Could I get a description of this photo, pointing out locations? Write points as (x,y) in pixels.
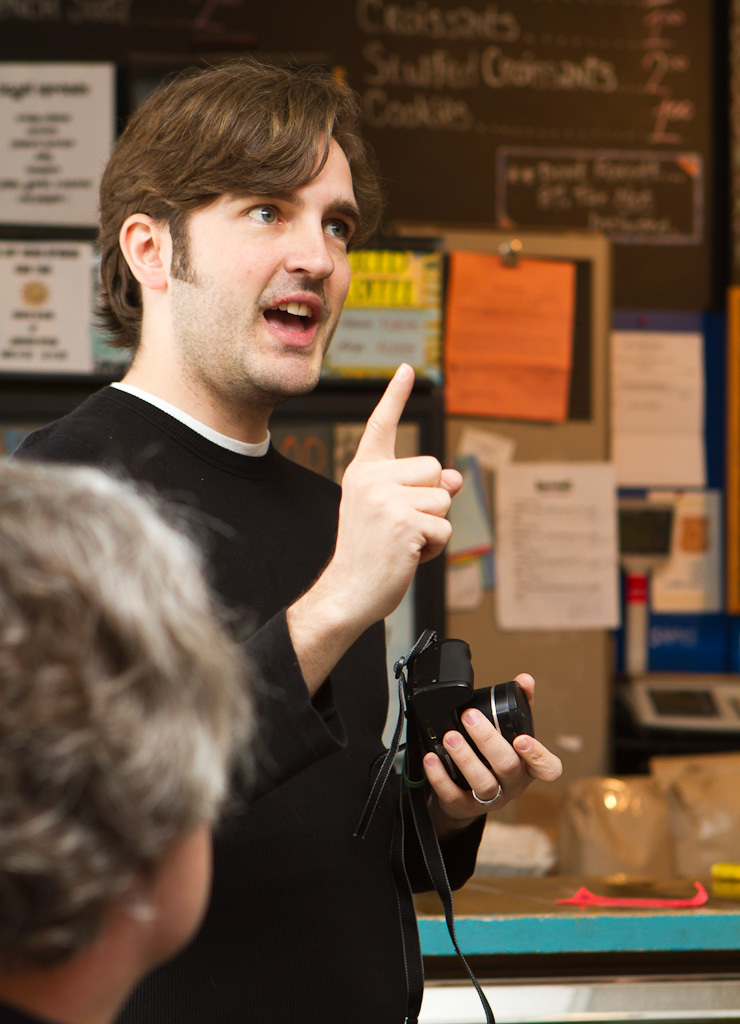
On the left (115,697) we can see a person's head (103,731). In the middle (248,386) there is a person (292,581) in black t-shirt (290,508) holding camera (438,706) and talking. In the background (474,323) we can see papers (573,527), posters (63,145) and boards (470,74) attached to the wall (612,690). Towards right (517,942) there is a table (516,919), on the table (569,893) there are some objects (543,836).
